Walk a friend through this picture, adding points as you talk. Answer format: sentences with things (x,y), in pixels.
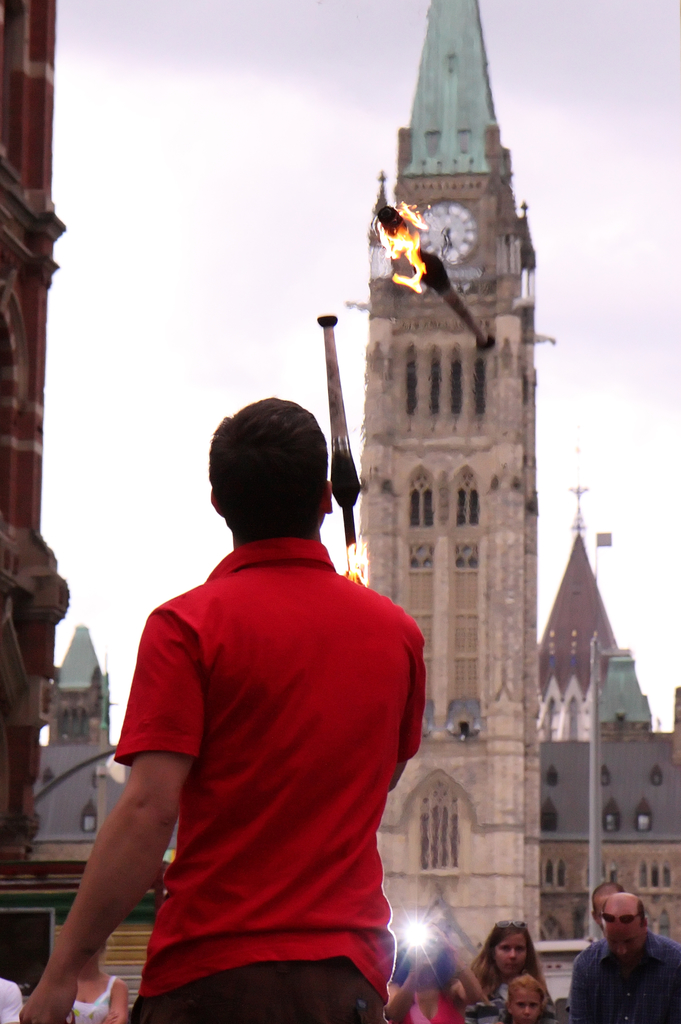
In this image there is a person (313,854) standing and throwing fire sticks (408,257), in background (594,1005) there are people (594,1005) standing and there is a clock tower (455,463) at top (467,237) there is a clock (449,231) and the sky (210,71).
